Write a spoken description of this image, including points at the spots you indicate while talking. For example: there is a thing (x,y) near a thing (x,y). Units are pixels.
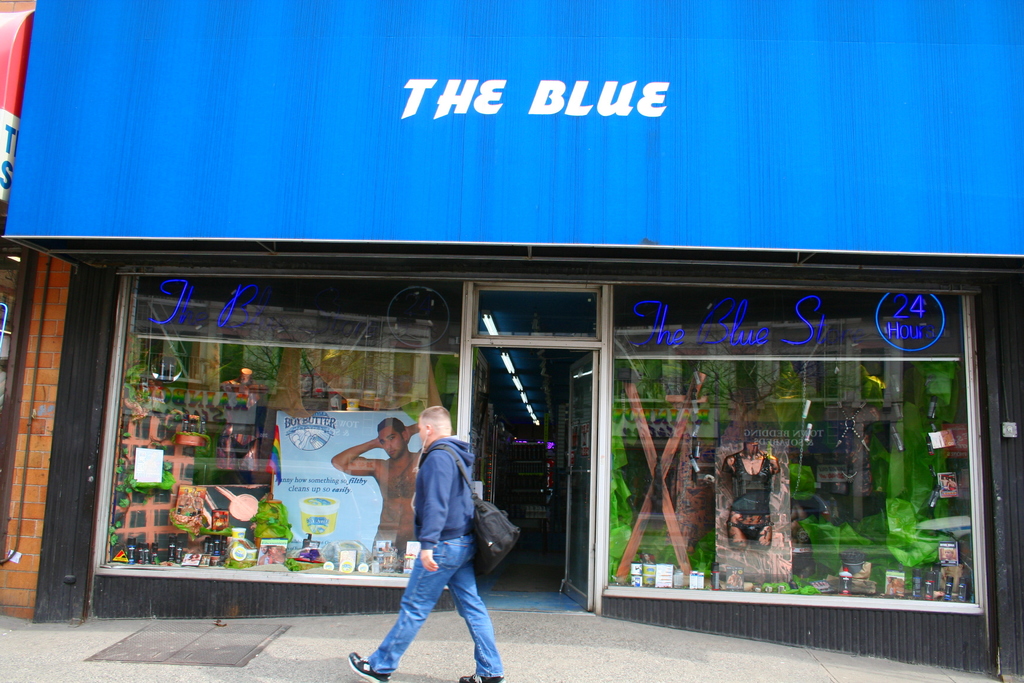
In this picture we can see a man (429,424) is walking, he wore a bag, in the background (416,440) we can find few hoardings (207,171) and few posters (327,477) on the glass (780,461), and also we can see few lights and other things (245,495).
